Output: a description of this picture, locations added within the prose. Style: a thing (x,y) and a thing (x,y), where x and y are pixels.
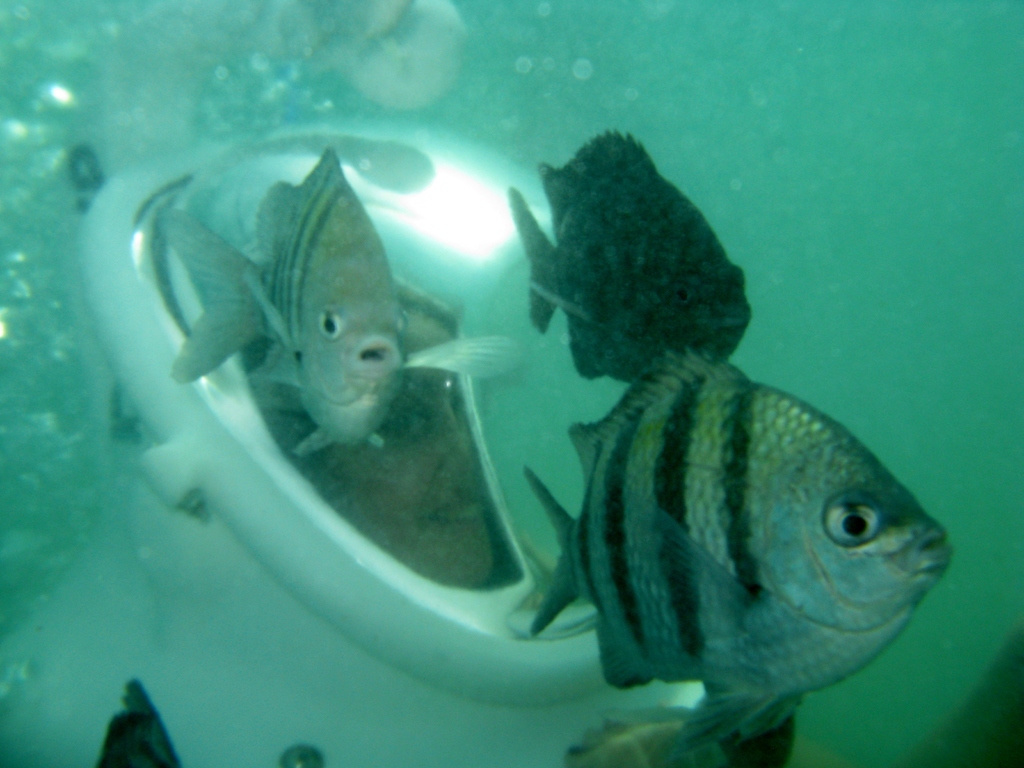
In this image, I can see the fishes (727,363) moving in the water (762,359). I can see a person's face (421,538).
